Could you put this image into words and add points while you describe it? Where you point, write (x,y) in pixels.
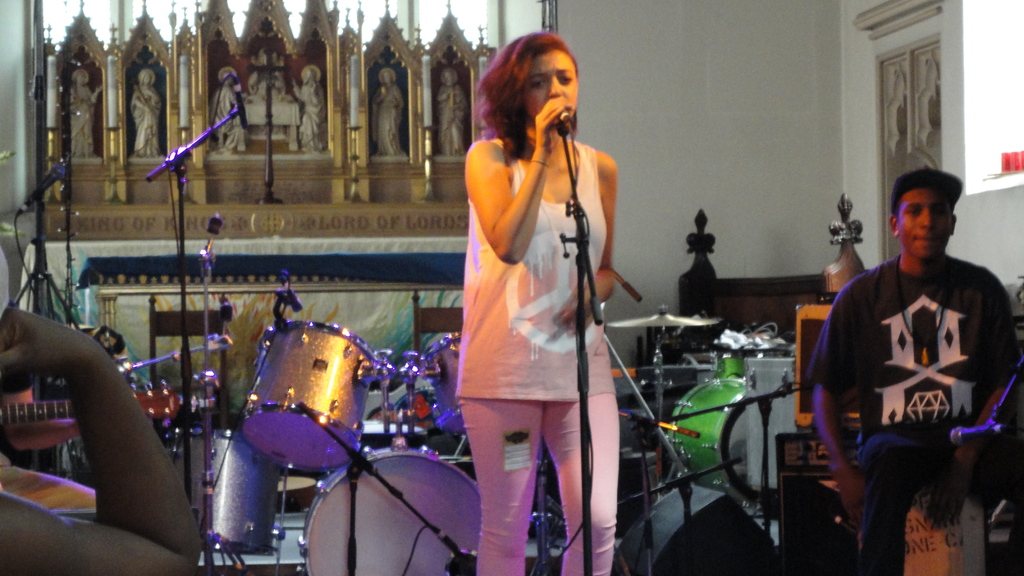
In this picture there is a woman (494,489) standing in the center (518,344) and singing. In the center (581,346) there is a microphone (562,119). In the background (395,488) there are drums (308,397) and stand (211,456) to the left (109,475) there is a person's hand (109,475). On right (876,486) there is a person (903,363) playing a instrument (923,554). On the left (328,343) there is a drum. In the background (366,59) there is a frame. To the top right (934,71) the door (934,71) and window (982,44).
